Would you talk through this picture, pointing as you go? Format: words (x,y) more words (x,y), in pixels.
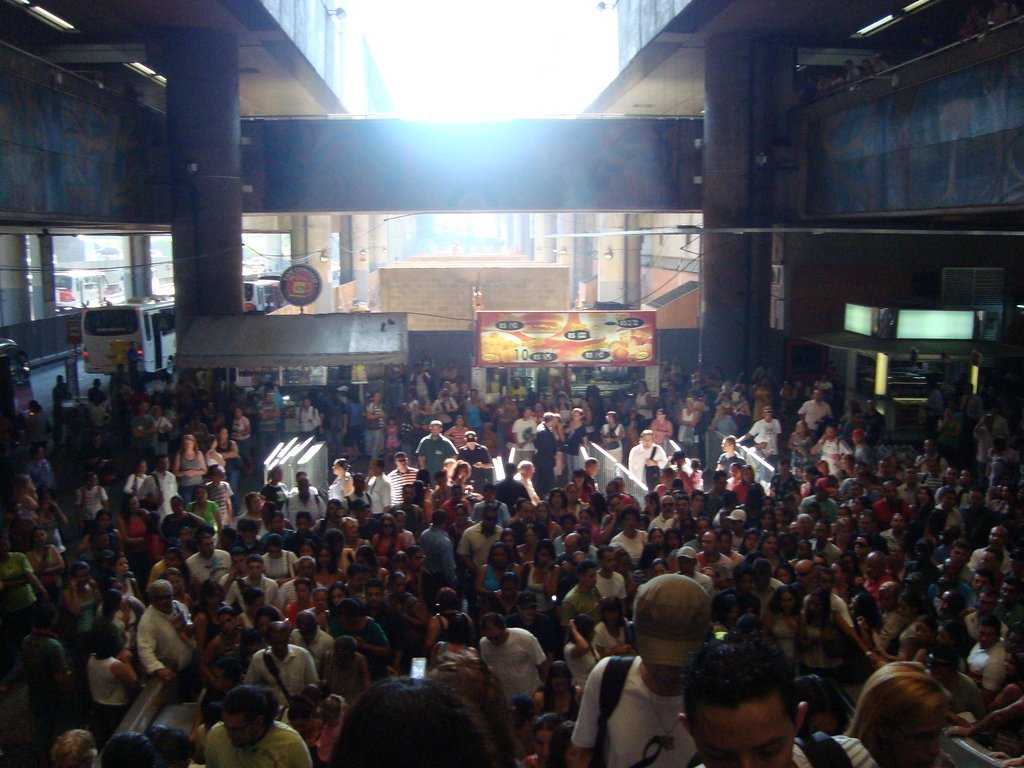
In this image there are many people (522,606) standing. Behind them there are stalls (583,331). In the background (116,319) there are vehicles (91,316) moving. There are pillars (202,91) to the wall (567,160).
